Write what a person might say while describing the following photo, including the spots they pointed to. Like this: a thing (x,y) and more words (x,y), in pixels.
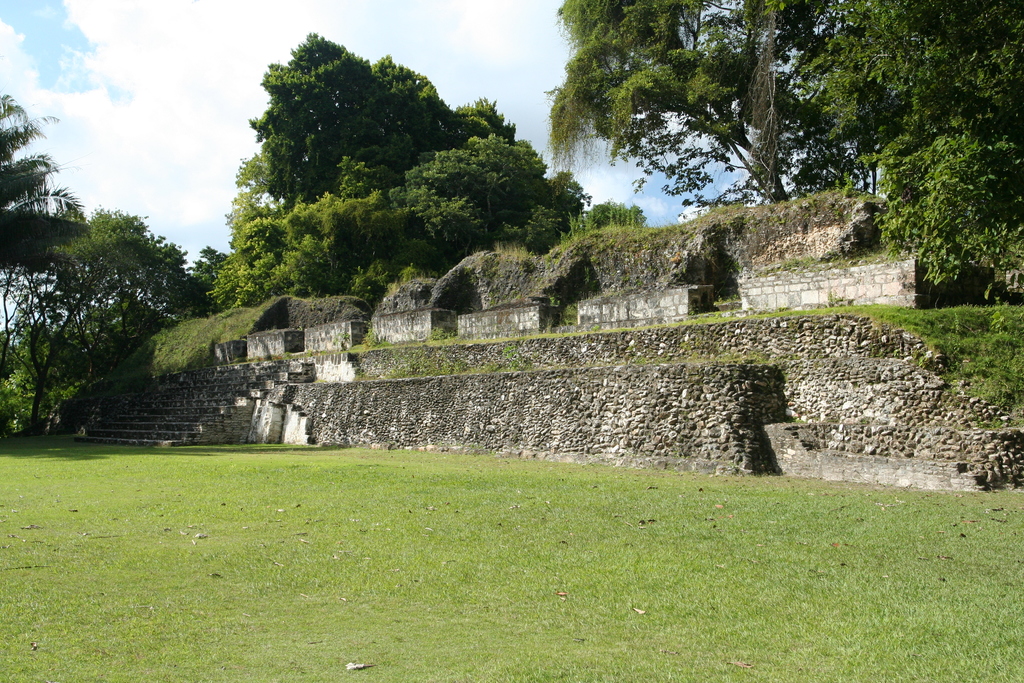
In this picture we can see the grass (379,522), walls (445,432), steps (220,381), trees (340,168) and in the background (126,32) we can see the sky (180,85).
